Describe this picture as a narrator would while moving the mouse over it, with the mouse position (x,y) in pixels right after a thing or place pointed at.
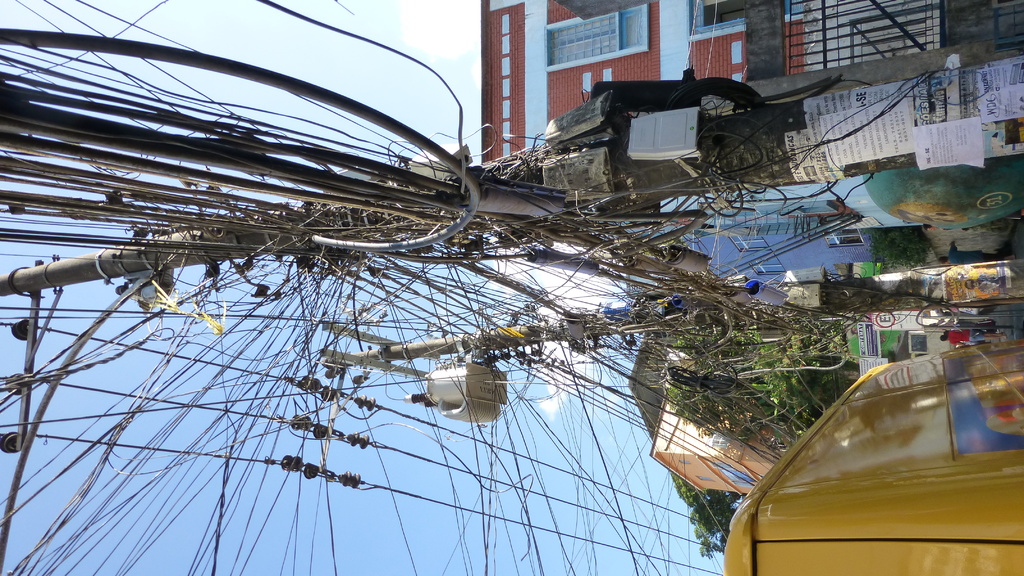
This picture might be taken outside of the building (686,47). In this image, on the right side (863,82), we can see electric pole (902,126) with some electrical wires (523,455), street lights (491,383) and a building (675,61), window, metal grills (825,41). In the background (280,235), we can see electric pole (145,250), electric wires (218,161). On the top (451,78), we can see a sky (370,86), on the right side (1000,405) corner, we can see a vehicle (931,554) and some trees (773,441).
